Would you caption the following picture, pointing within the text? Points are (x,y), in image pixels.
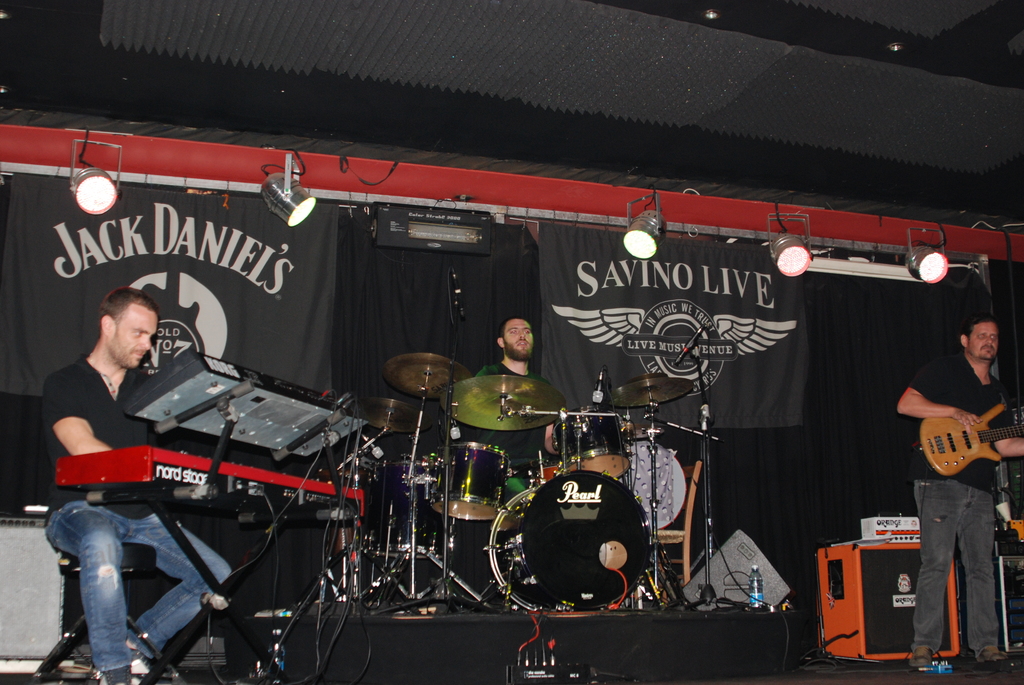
In this image I see 3 men (138,668) and all of them are playing an musical instrument (623,580). In the background (1003,375) I can see the curtains (896,426) and few lights (769,244).
